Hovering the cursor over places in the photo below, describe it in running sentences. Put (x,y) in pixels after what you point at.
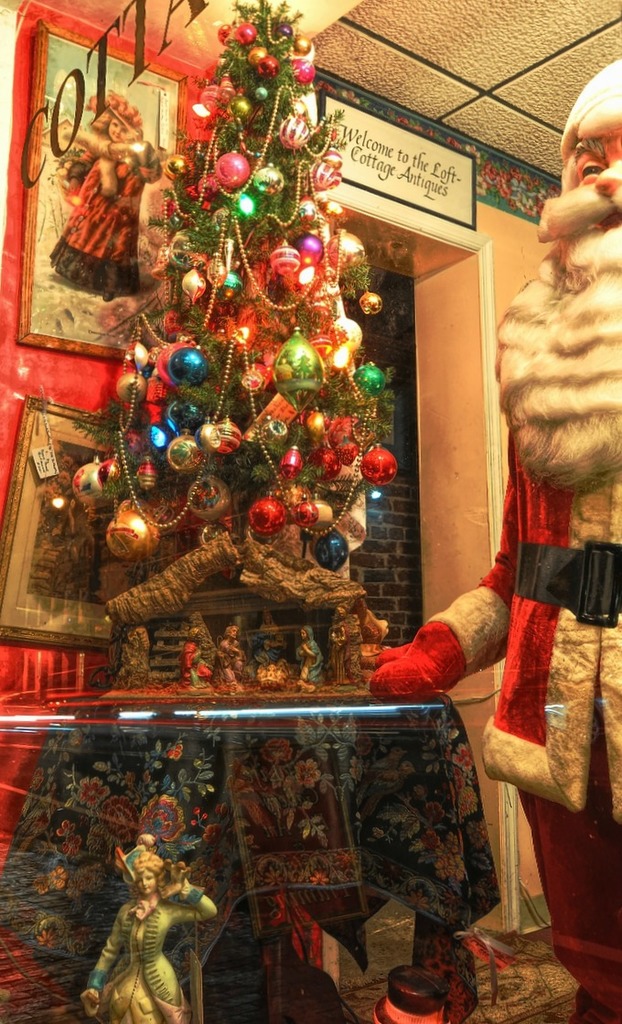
In this image, at the right side (562,768) there is a statue (571,610) and we can see a decorative tree (100,430).
